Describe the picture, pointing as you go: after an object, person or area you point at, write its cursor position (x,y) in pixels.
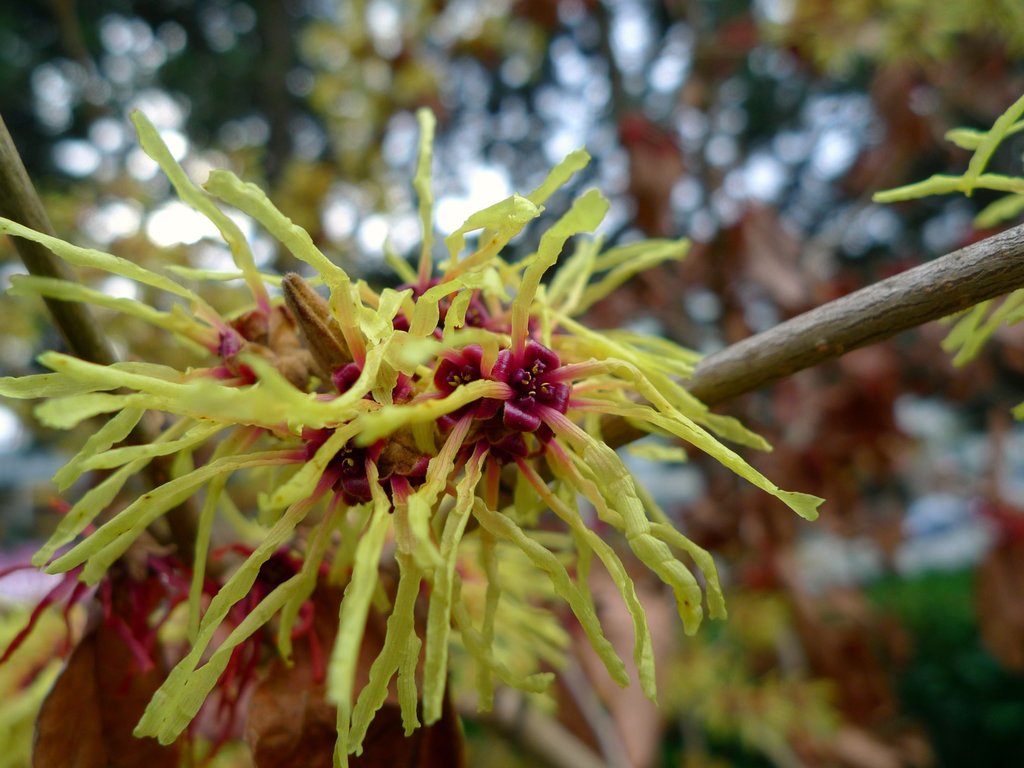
In this picture there is a witch hazel (258,419) in the image.
